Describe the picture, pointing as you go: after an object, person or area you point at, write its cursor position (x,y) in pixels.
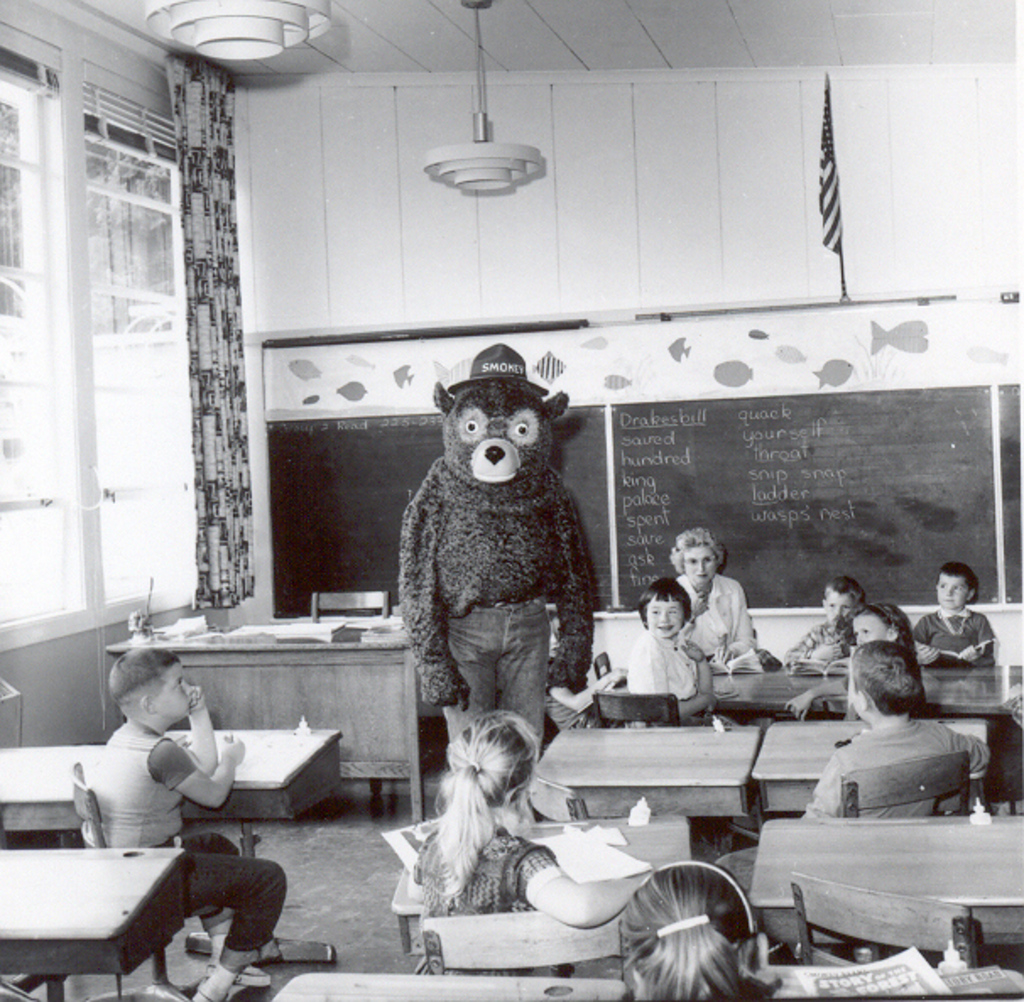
In this image i can see few children (527,858) on chair (552,815), at the back ground (695,610) i can see a woman (714,609) sitting, a person (482,532) standing, a table (303,646), a chair (335,592), a board (339,502), a flag (831,148), at left (216,430) there is a curtain (229,432) and a window (121,381).
